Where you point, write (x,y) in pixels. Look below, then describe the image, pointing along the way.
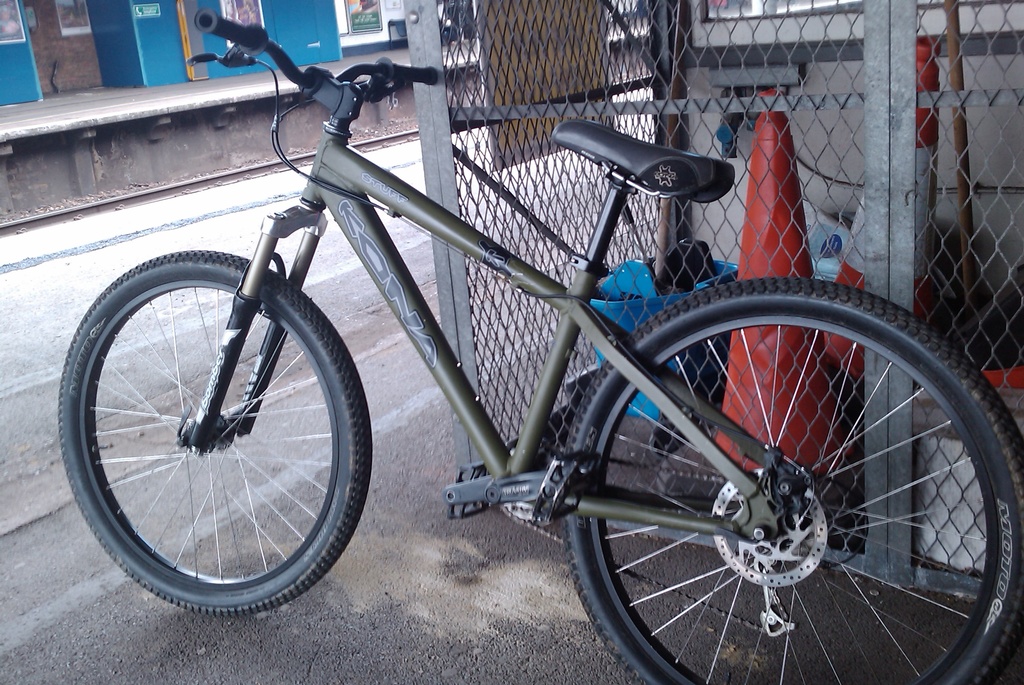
In this image we can see bicycle (461,487) which is of green color and in the background (492,85) there is fencing (831,144), traffic cone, there is road (87,262), platform (221,100) and railway track (182,187).
